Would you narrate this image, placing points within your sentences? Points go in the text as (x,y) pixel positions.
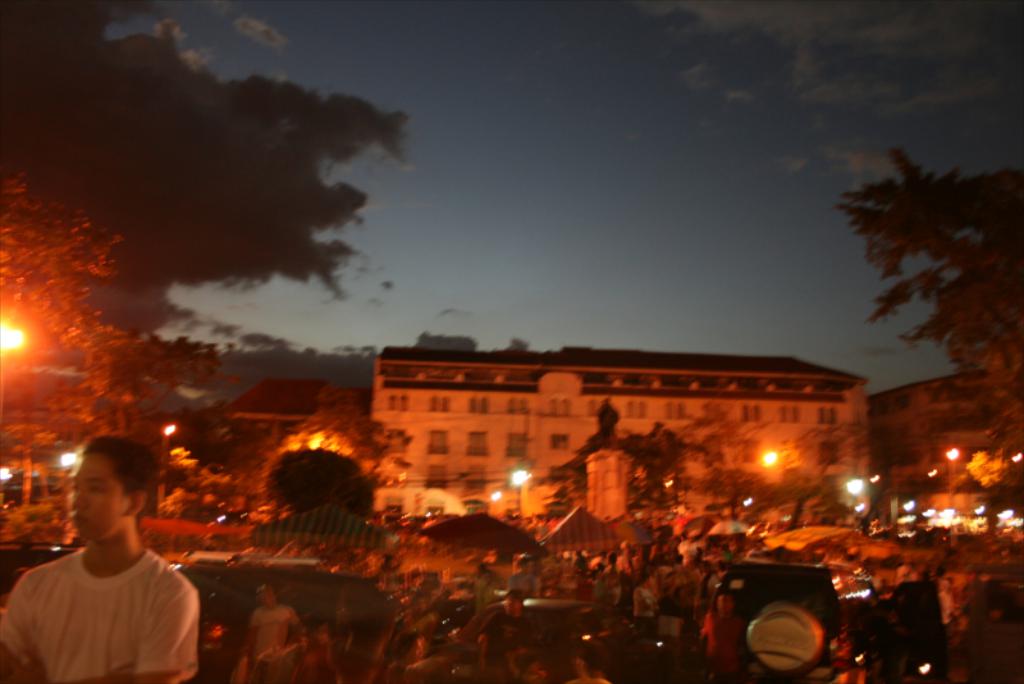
This is an image clicked in the dark. At the bottom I can see a crowd of people (952,597), buildings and lights (1006,513). In the bottom left-hand corner (117,574) there is a person (126,626) wearing a t-shirt (109,601) and looking at the left side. On the right (999,202) and left side of the image (78,264) there are trees (98,238). At the top of the image (627,169) I can see the sky (607,141).
